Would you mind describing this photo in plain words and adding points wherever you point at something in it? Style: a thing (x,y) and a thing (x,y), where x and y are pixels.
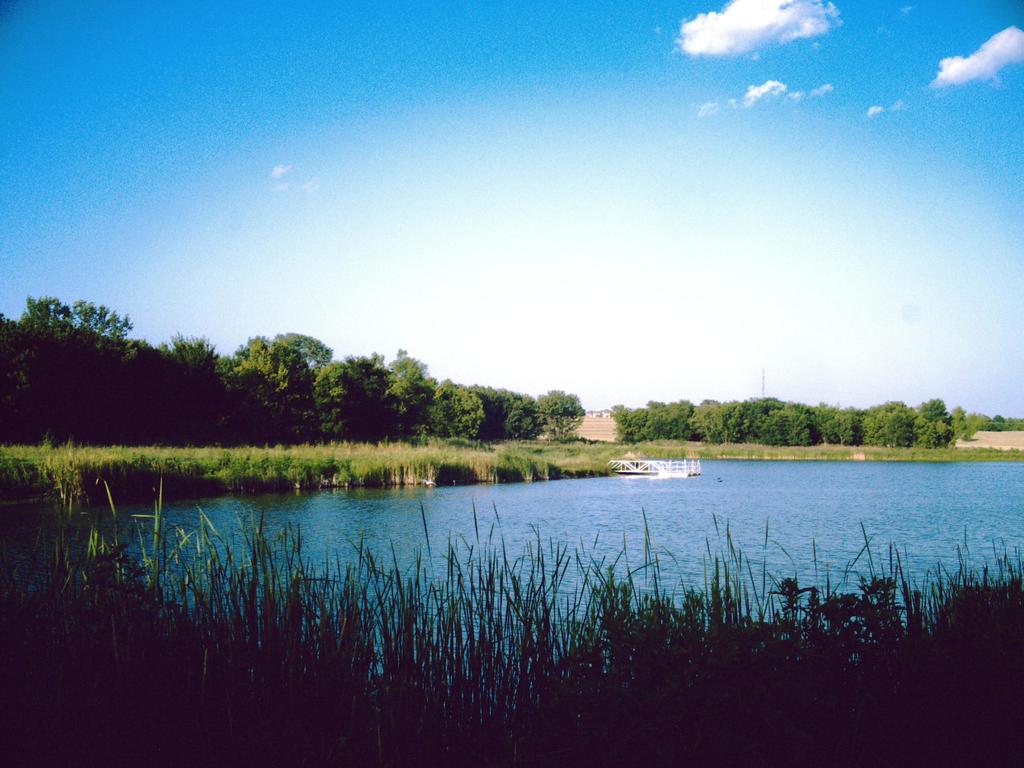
In this image, in the middle (540,442) there are trees (630,438), grass (604,578), water (762,523), sky (984,351) and clouds (722,39).
